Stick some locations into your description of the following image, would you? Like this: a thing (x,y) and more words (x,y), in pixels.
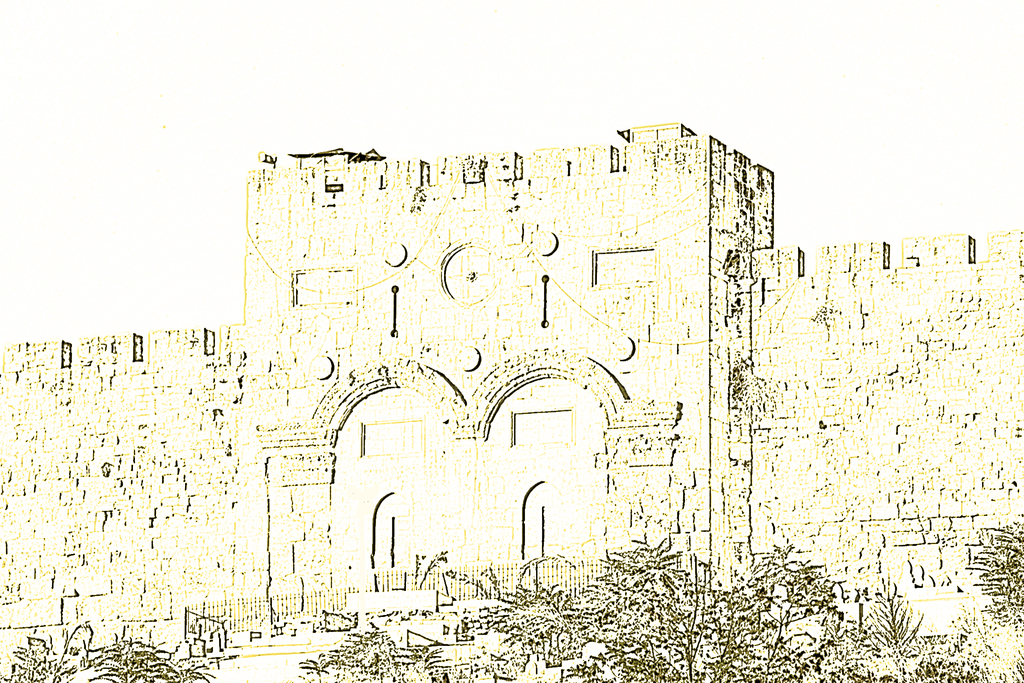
This is edited picture, we can see fort (433,453) and plants (356,672). In the background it is white.
